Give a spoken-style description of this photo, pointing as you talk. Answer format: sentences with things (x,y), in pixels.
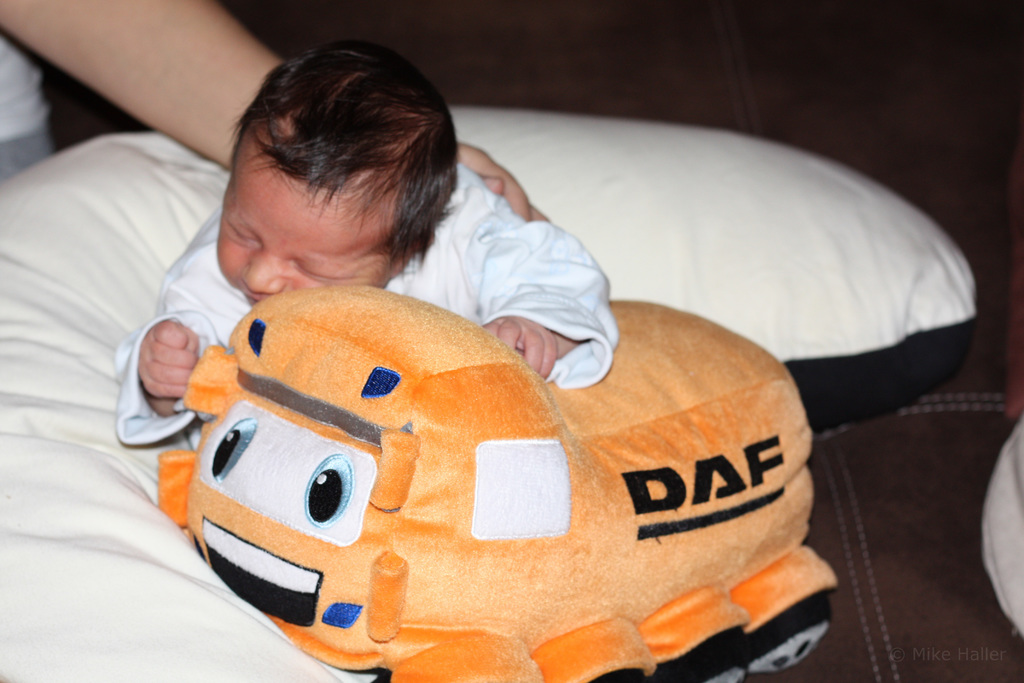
In this image, we can see a baby (382,254), a bed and a pillow (619,263) and we can see a person (157,42).
